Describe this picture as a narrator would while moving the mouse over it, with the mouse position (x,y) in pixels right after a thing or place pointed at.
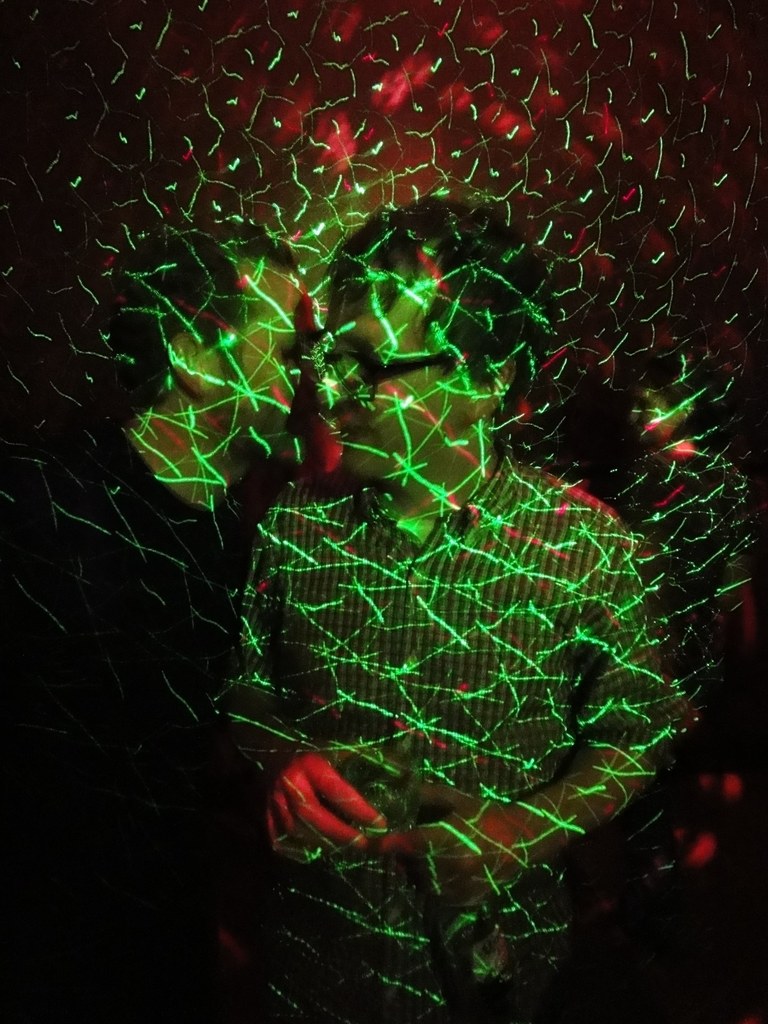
This image is taken indoors. In the background (311,197) there is a wall (724,253). In the middle of the image (413,455) a man (384,558) is standing on the floor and there are a few people (641,464).
